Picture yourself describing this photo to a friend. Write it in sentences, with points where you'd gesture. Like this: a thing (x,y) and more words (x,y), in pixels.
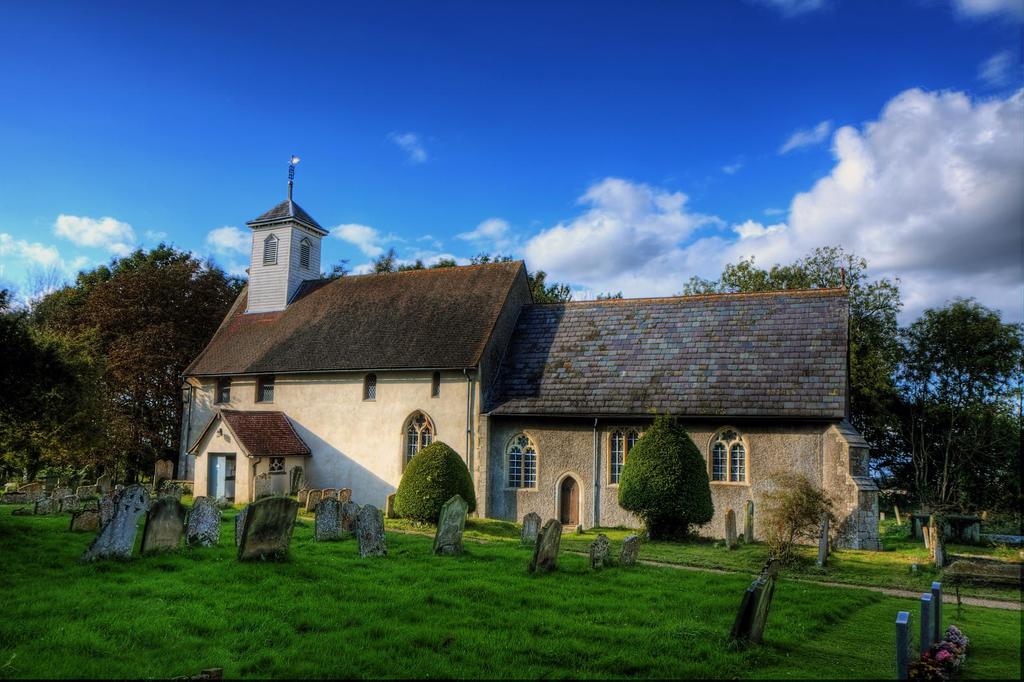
In this image I can see a building (412,390) in cream and brown color. Background (165,340) I can see few trees (102,336) in green color and sky (169,145) in blue and white color.
